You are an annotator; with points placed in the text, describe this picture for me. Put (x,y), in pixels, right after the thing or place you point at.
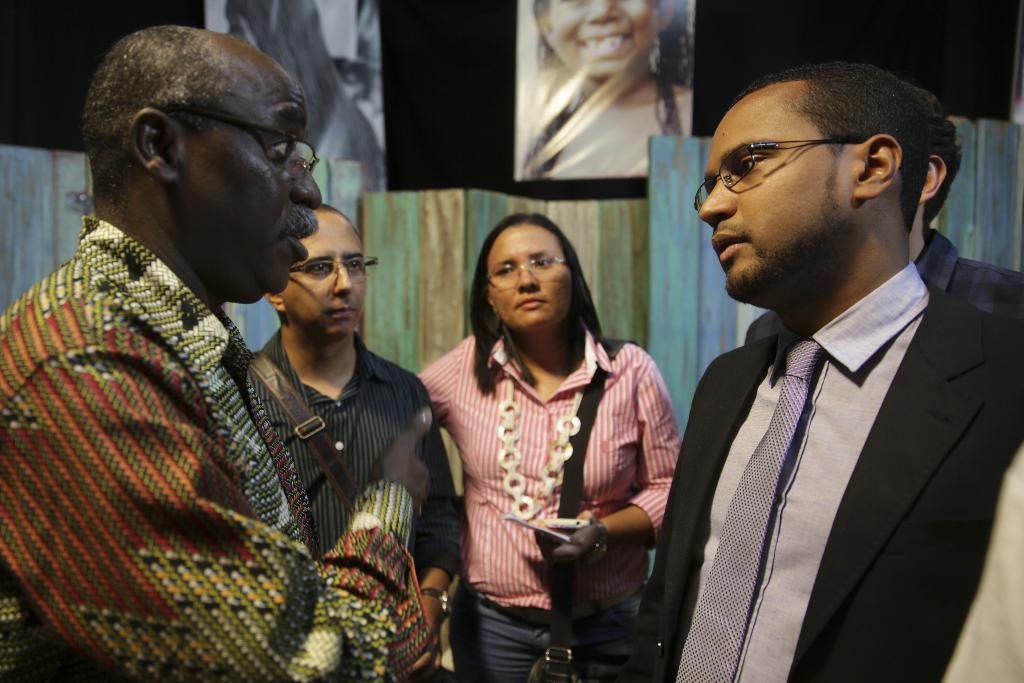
In this image we can see there are people (526,460) standing and holding a phone (571,519) and paper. And at the back (437,253) there is a wooden wall (652,253). And there is a dark background (669,109) and posters (539,108) attached to it.
